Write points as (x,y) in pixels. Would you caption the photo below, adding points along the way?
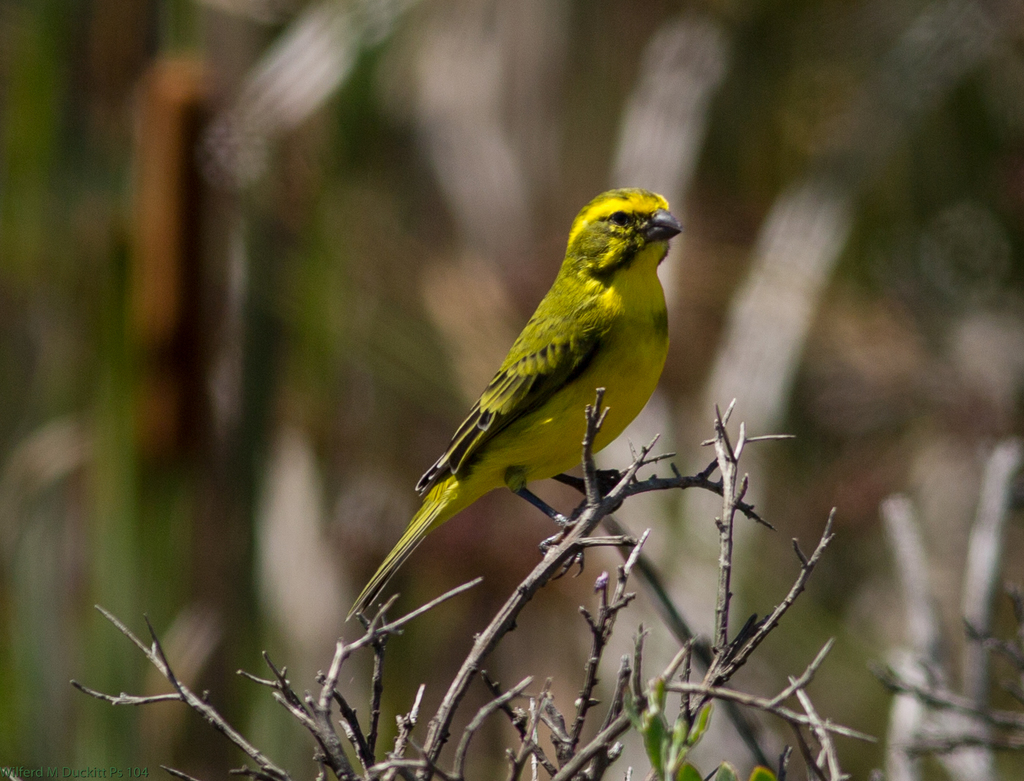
This is the picture of a tree stem (421,693) which has no leaves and a bird (541,459) which is in yellow and green color on it.
